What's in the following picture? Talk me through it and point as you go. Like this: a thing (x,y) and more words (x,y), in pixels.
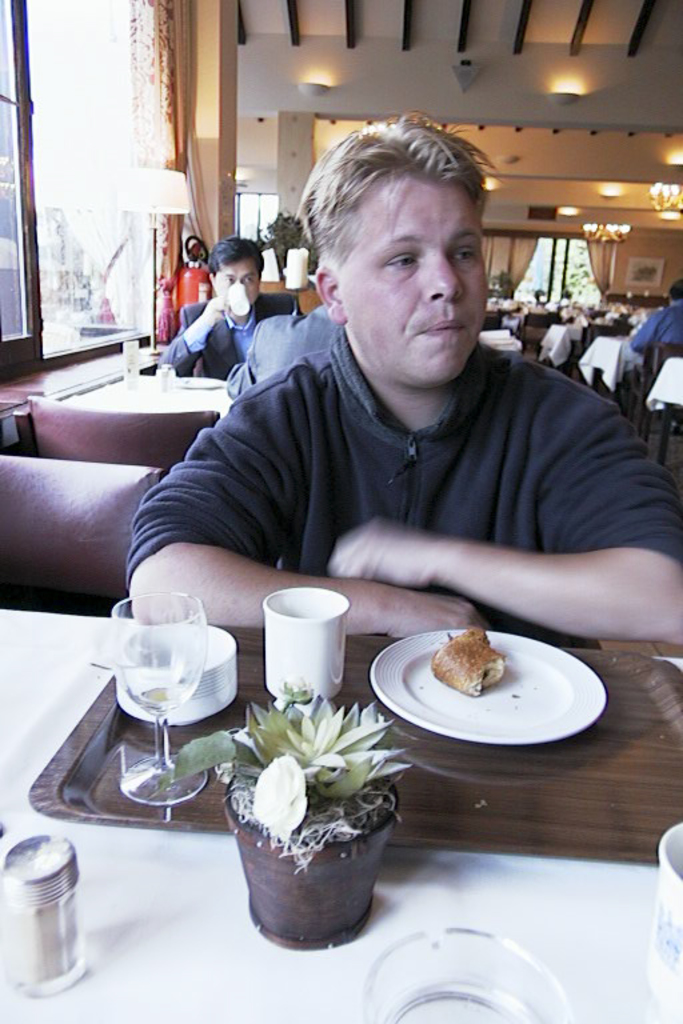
A person (360,433) is sitting on the chair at the table (399,909). We can see glass (180,639), cup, plate (209,643), food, plate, flower vase (221,746) on the table (453,860). Behind him there are few people (181,354) and chairs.
